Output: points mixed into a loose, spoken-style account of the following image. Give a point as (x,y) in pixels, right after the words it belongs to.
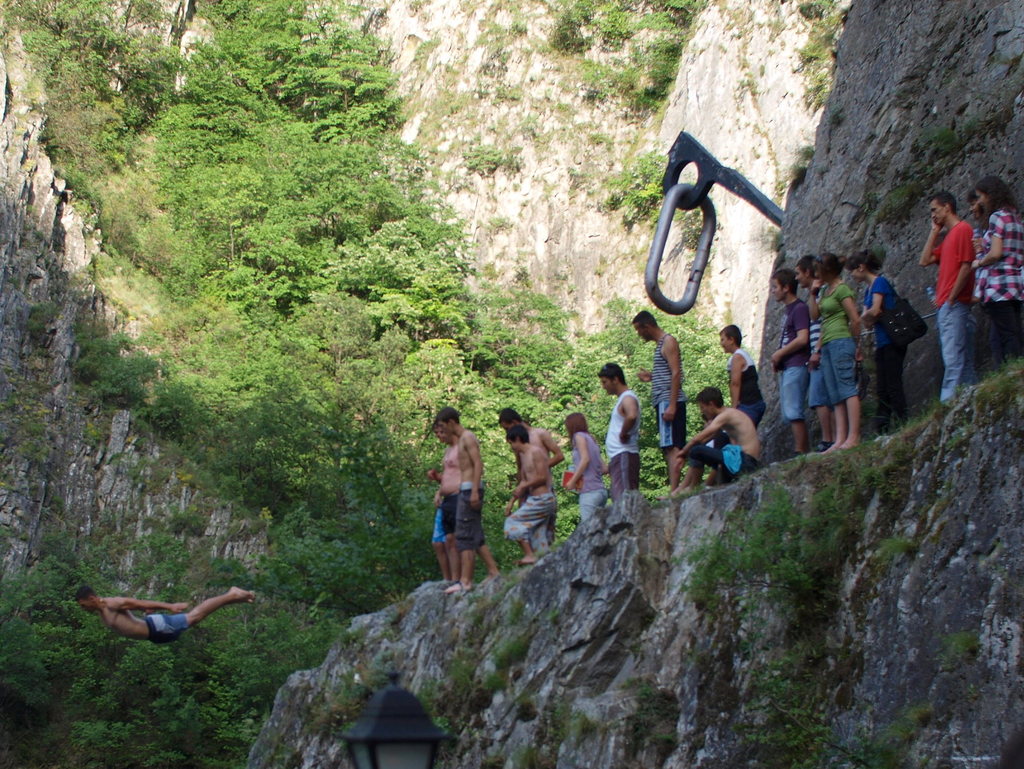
On the right side of the image (853,305) we can see people (446,524) standing on the hill (670,602). On the left (170,642) there is a man (151,626) jumping. In the background (293,306) there are trees (399,244) and hills (639,58).
